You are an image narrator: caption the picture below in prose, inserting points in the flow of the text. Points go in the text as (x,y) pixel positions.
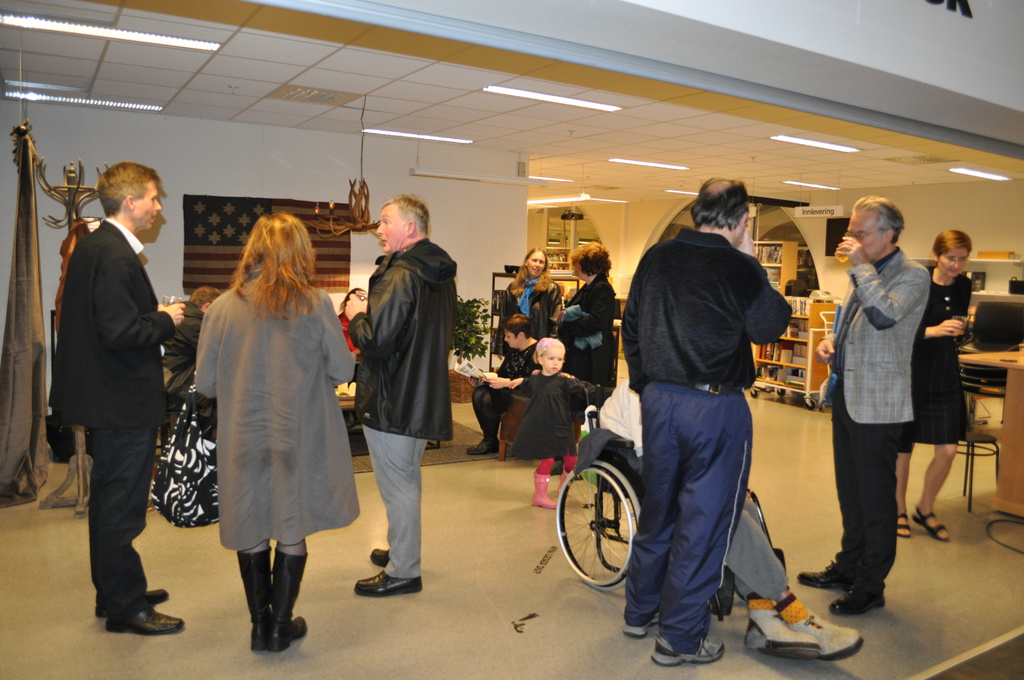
This is the picture of a place where we have some people (266,642) standing, among them a person (766,614) is on the wheel chair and around there are some tables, shelves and some other around.
